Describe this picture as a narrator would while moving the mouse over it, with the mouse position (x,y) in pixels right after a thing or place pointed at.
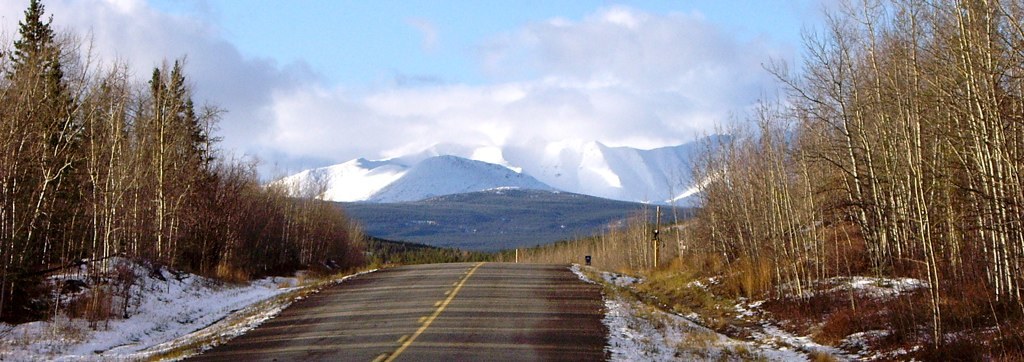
In the center of a picture it is road (577,278). On the right (774,224) there are trees (802,278), shrubs (794,307), grass (701,319), pole (657,226) and snow (660,338). On the left (242,180) there are trees (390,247), plants (105,310) and snow (280,279). In the center of the background (617,167) there are mountains (488,210) covered with snow (447,153) and trees (527,235). At the top (240,69) there are clouds (269,83).
